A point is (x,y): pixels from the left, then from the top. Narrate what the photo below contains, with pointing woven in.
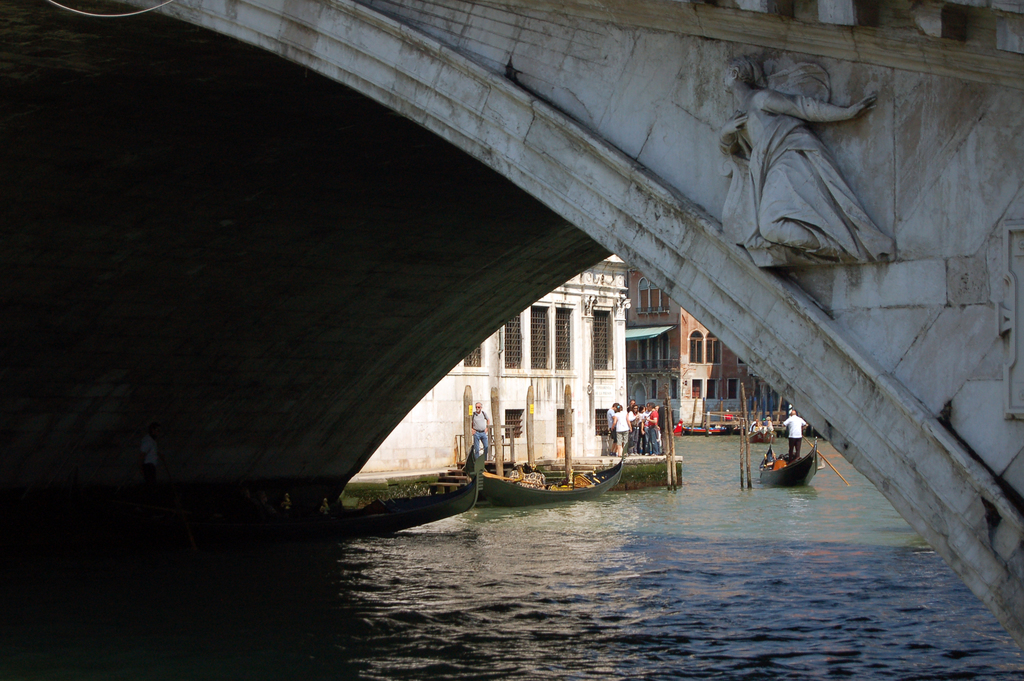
In this image, we can see a bridge (718,266), water (752,519) and sculpture (785,222). Background we can see few people (789,441), boats (792,481), buildings (590,395), walls (624,392), pillars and windows (708,362).
